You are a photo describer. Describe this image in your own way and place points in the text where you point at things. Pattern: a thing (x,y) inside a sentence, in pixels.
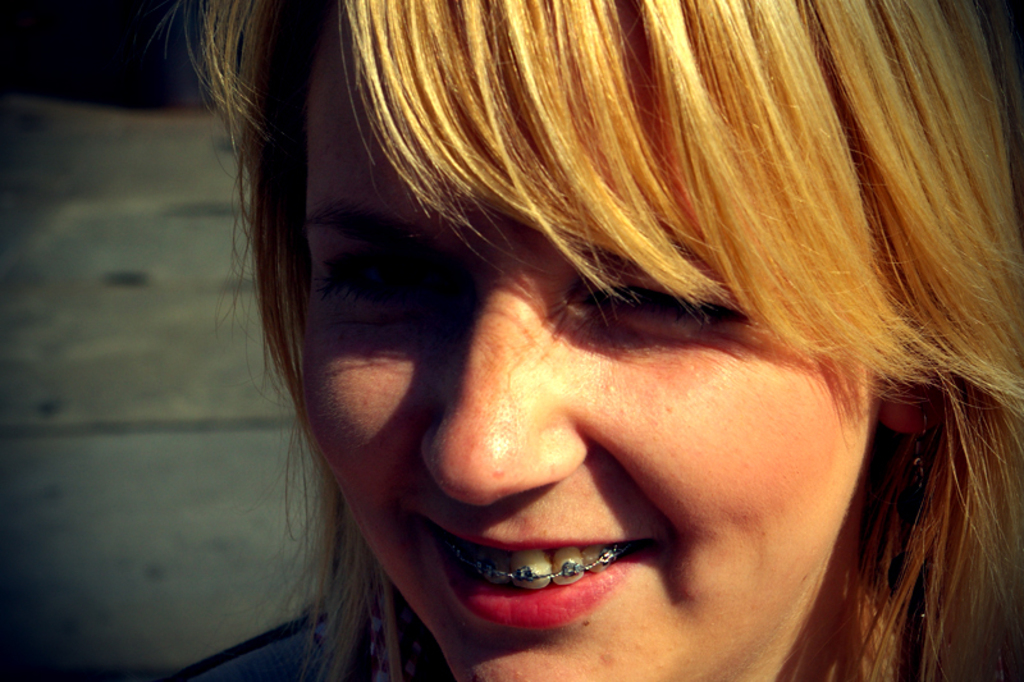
In this picture we can see a woman (763,250) with blonde hair (709,136). We can see braces (569,574) on her teeth (539,578) and she is smiling.
